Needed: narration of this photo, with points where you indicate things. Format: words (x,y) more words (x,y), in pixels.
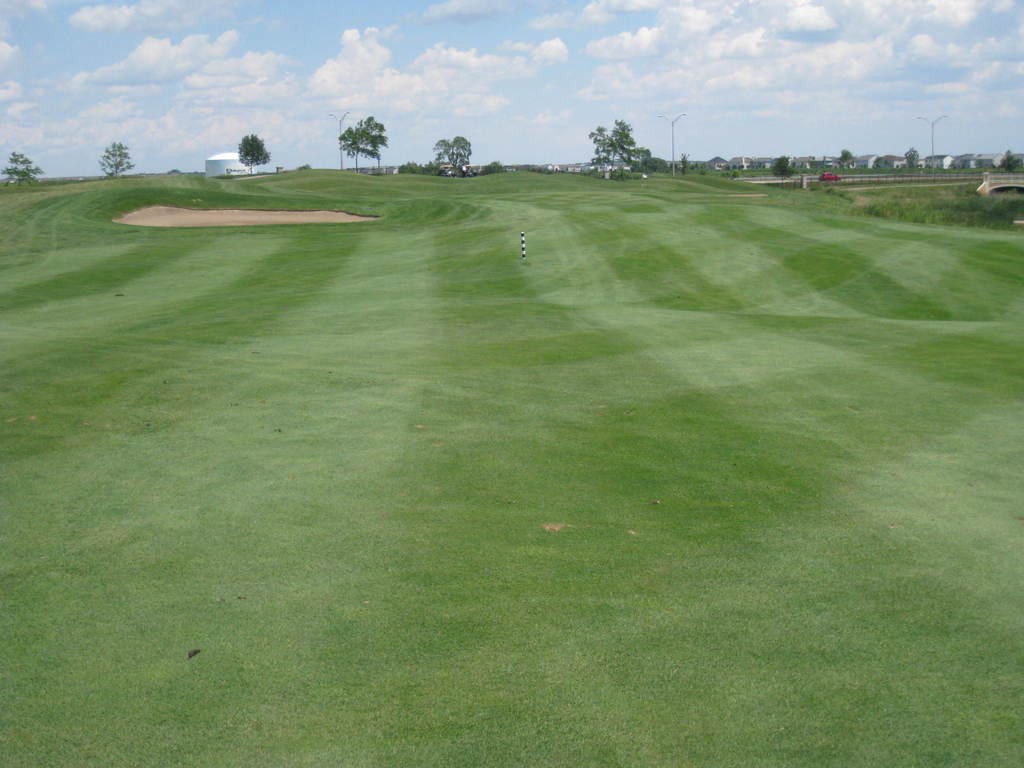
In this image in the front (558,388) there's grass (571,403) on the ground (571,403). In the background (803,156) there are trees (257,155) and buildings (763,166) and the sky (426,76) is cloudy.
